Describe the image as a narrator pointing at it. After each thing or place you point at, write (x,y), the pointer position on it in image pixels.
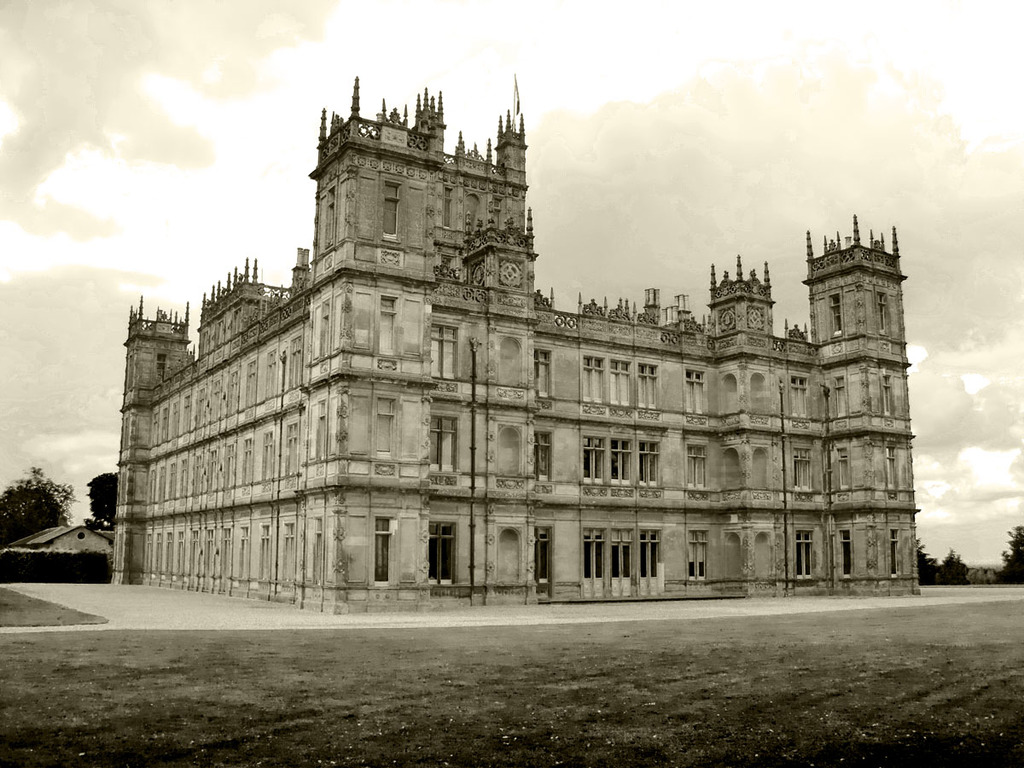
At the bottom of this image (579,717), there is a ground (838,644). In the background (383,462), there are trees (1021,549), buildings (127,500) and there are clouds (602,130) in the sky (607,140).
